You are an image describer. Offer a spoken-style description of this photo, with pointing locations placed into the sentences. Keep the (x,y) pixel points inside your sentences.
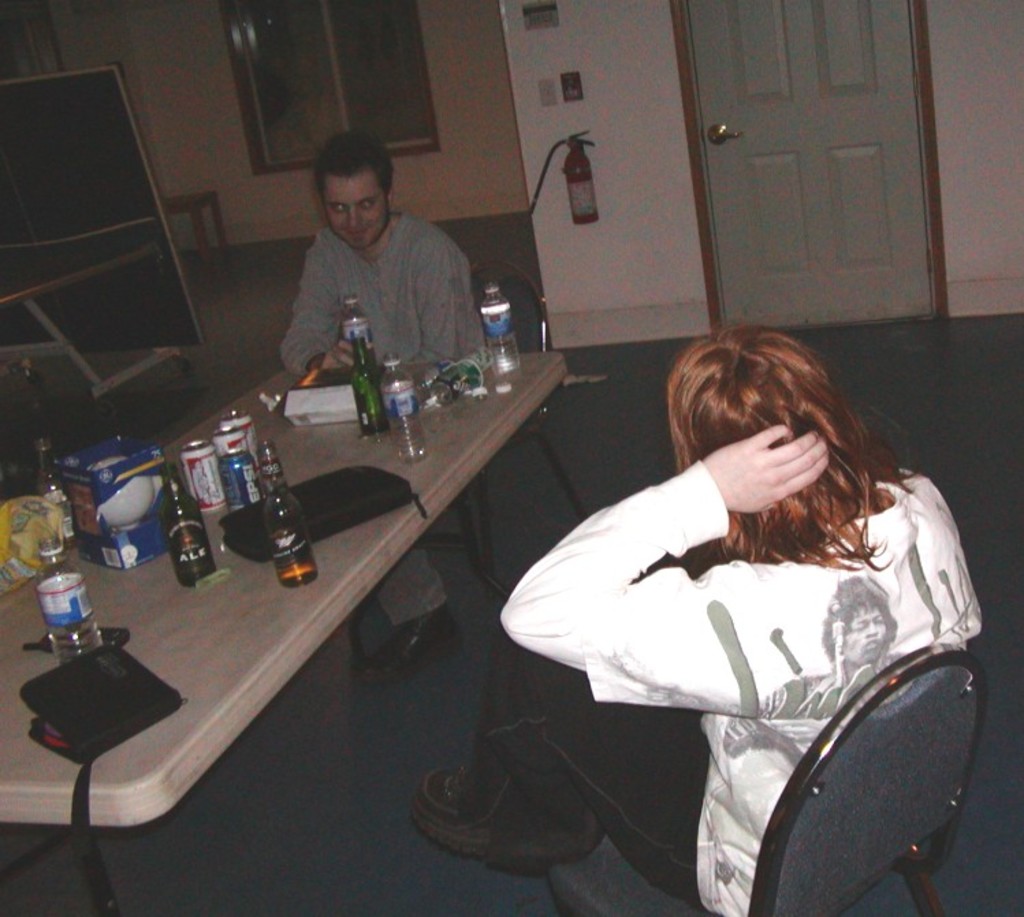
Here in this picture we can see two people (656,507) sitting on chairs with a table (272,627) in front of them having bottles of water (77,594) and beers (270,511) and cool drinks (241,487) present on it and behind them we can see a door (782,152) and on the wall (628,193) we can see a fire extinguisher (566,142) and beside that we can see a window (358,33) present.
